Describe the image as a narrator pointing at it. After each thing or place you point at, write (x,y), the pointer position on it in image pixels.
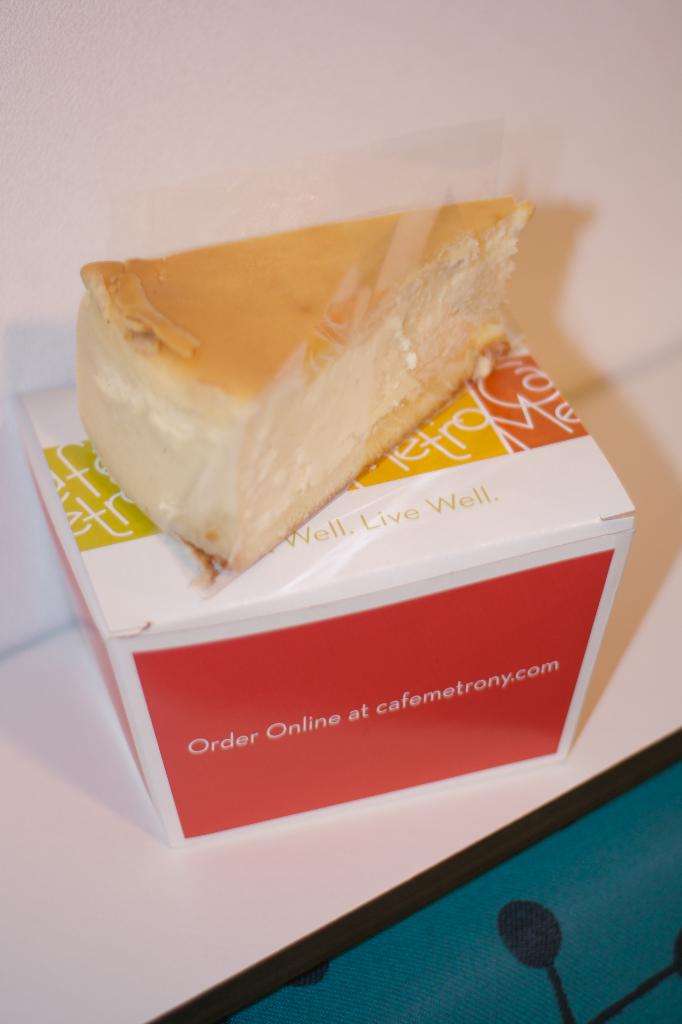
In this image I can see a paper box (41,403) and on it I can see food (102,369). I can also see something is written on this box (388,622).
